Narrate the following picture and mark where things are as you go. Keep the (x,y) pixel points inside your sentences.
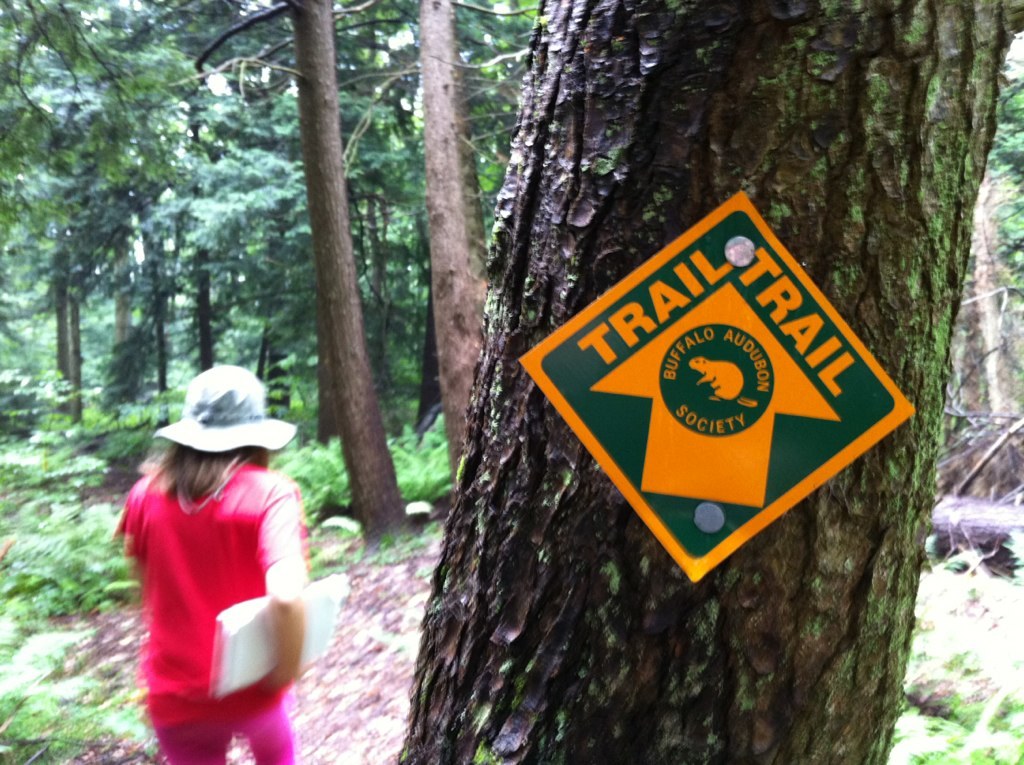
In this image I can see a board (718,359) on a tree trunk (557,698). A person (243,437) is standing on the left (268,420), wearing a hat (268,420), pink dress (212,628) and holding some object (261,639). There are trees (220,214) at the back (220,214).
